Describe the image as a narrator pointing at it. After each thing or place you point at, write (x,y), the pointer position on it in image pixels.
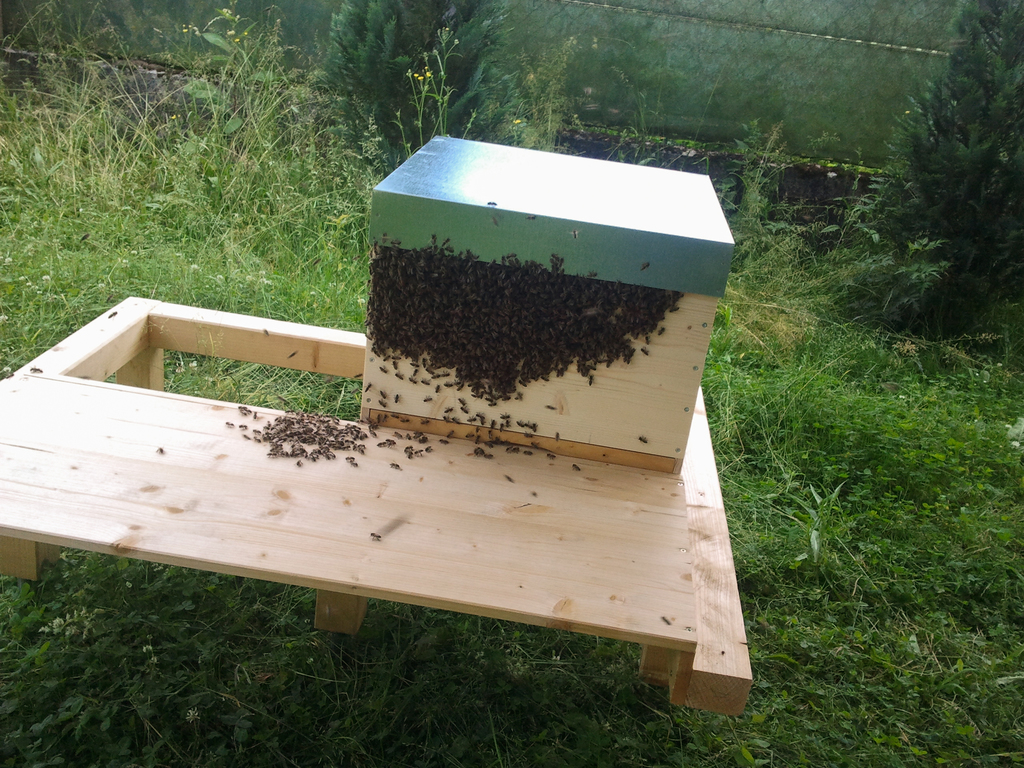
In this image I can see grass ground (279,267) and on it I can see a wooden thing (536,436), number of honeybees (579,328) on the wooden thing (377,388). In the background (353,15) I can see two trees (384,42).
